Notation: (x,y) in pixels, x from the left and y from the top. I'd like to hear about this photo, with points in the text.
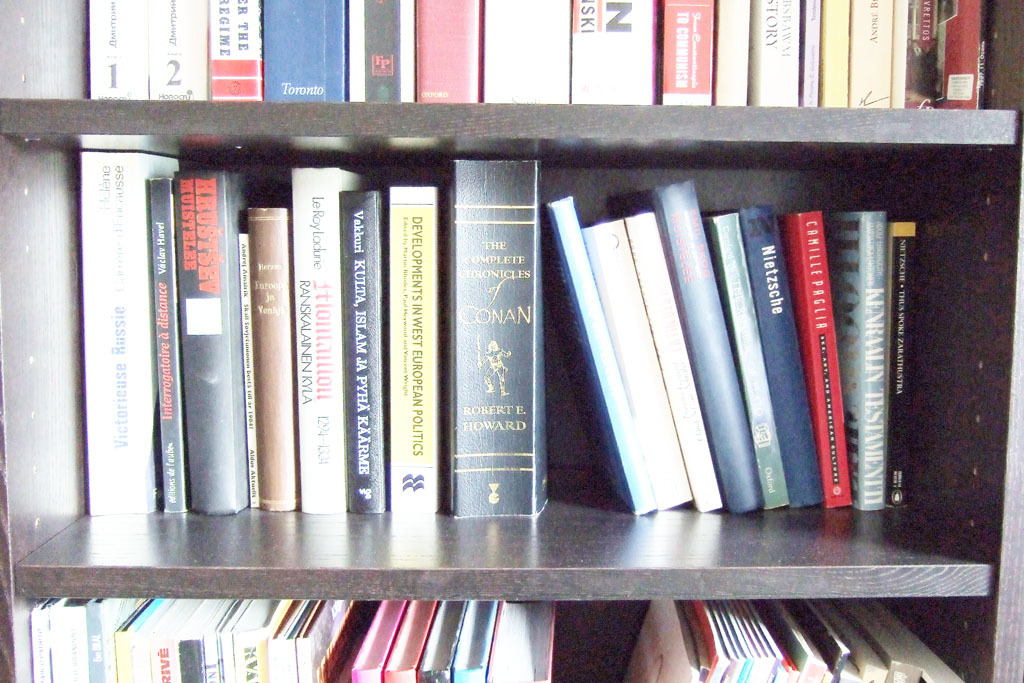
This picture seems to be clicked inside. In this picture we can see there are many number of books (599,358) which are placed in the wooden cabinet (830,190) and we can see the text (261,315) and some pictures (501,370) on the books (507,334).
